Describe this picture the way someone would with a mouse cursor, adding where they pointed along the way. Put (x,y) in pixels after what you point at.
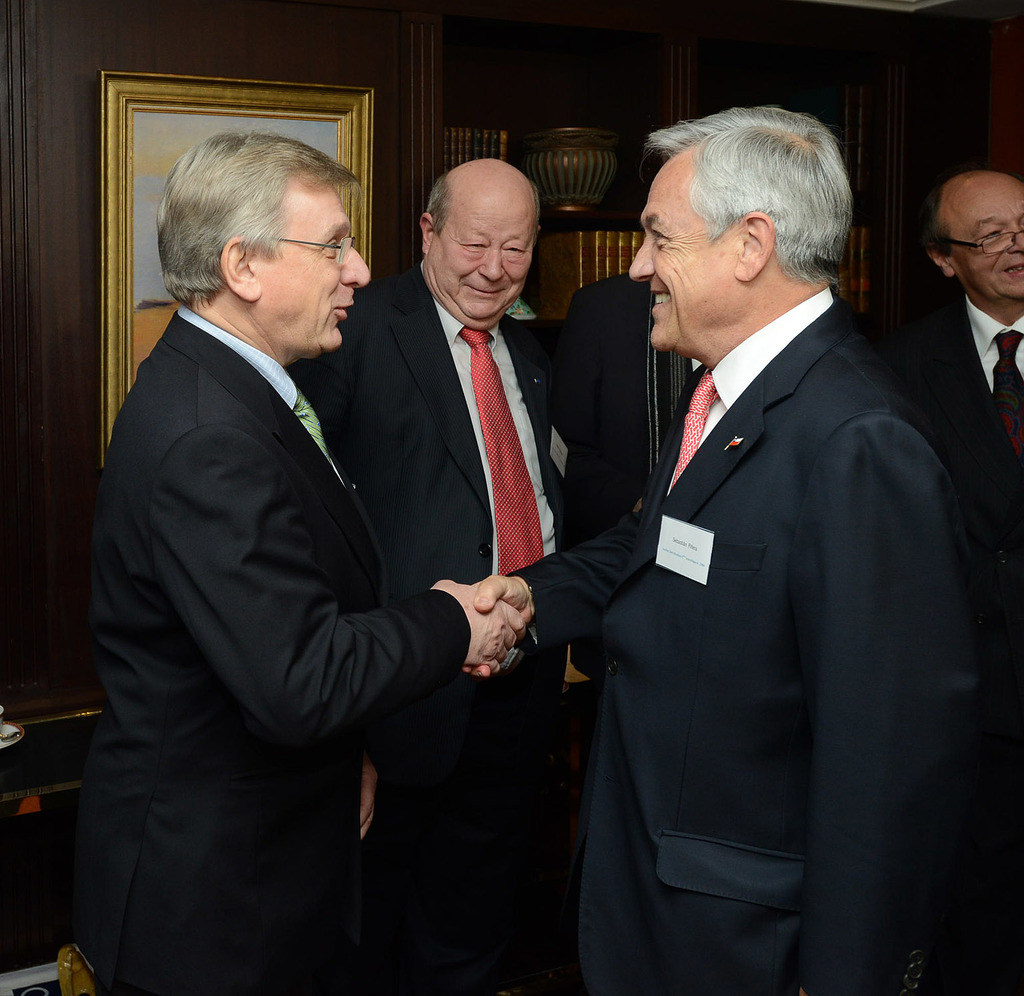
In this picture we can see five persons (561,488) are standing, two persons (791,487) in the front (783,565) are shaking their hands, in the background (126,87) we can see a photo frame (335,151).
